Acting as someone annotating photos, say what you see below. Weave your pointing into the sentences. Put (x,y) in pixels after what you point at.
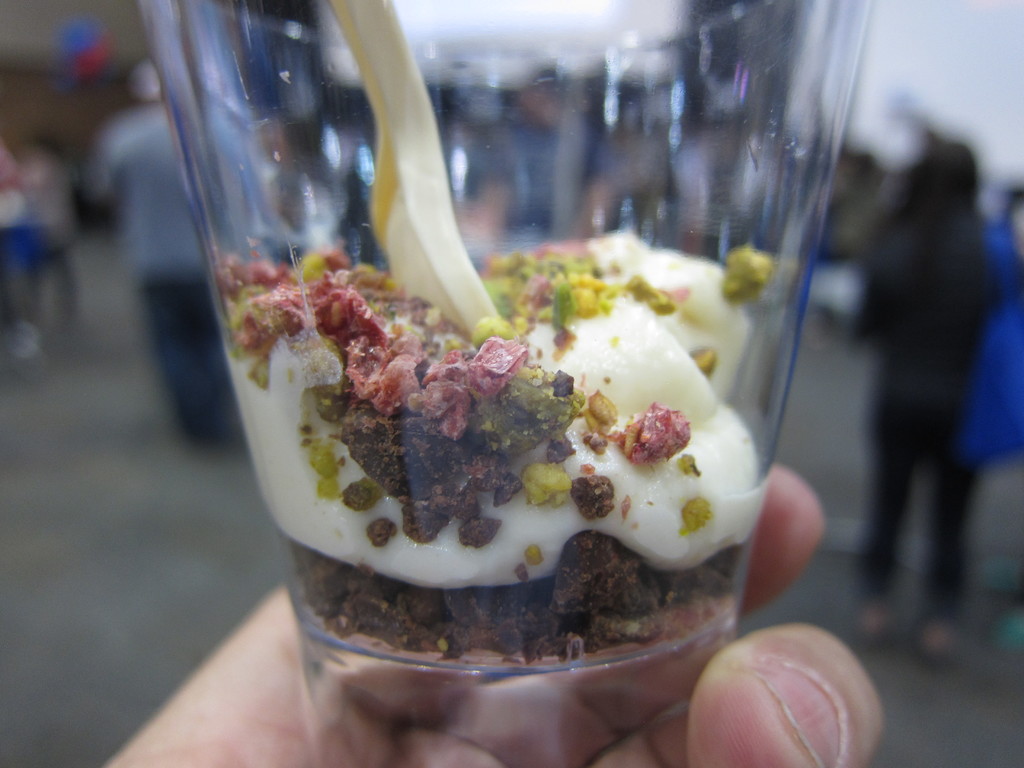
At the bottom of the image (632,755) there is a person (212,702) holding the glass (656,214). Inside the glass (670,213) there is a white cream (636,416) and few other items (514,380) in it. Also there is a spoon (366,43) inside the glass (350,66). There is a blur background (21,302).
